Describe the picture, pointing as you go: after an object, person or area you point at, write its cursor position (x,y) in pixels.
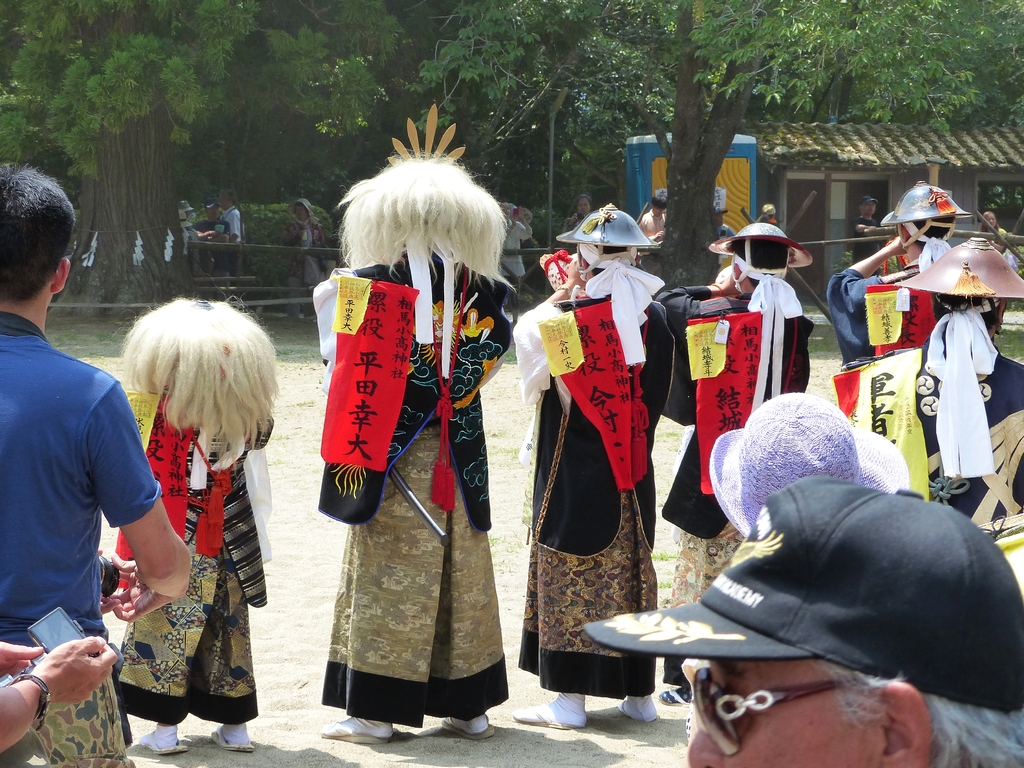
In this image there are trees (572,68), there are persons (308,224) standing, there are persons (705,302) holding objects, there is a person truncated towards the left of the image (42,385), there is a person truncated towards the right of the image (951,286), there is a person (812,739) truncated towards the bottom of the image (816,724), there is a pole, there is an object (752,161) on the ground (829,333).
